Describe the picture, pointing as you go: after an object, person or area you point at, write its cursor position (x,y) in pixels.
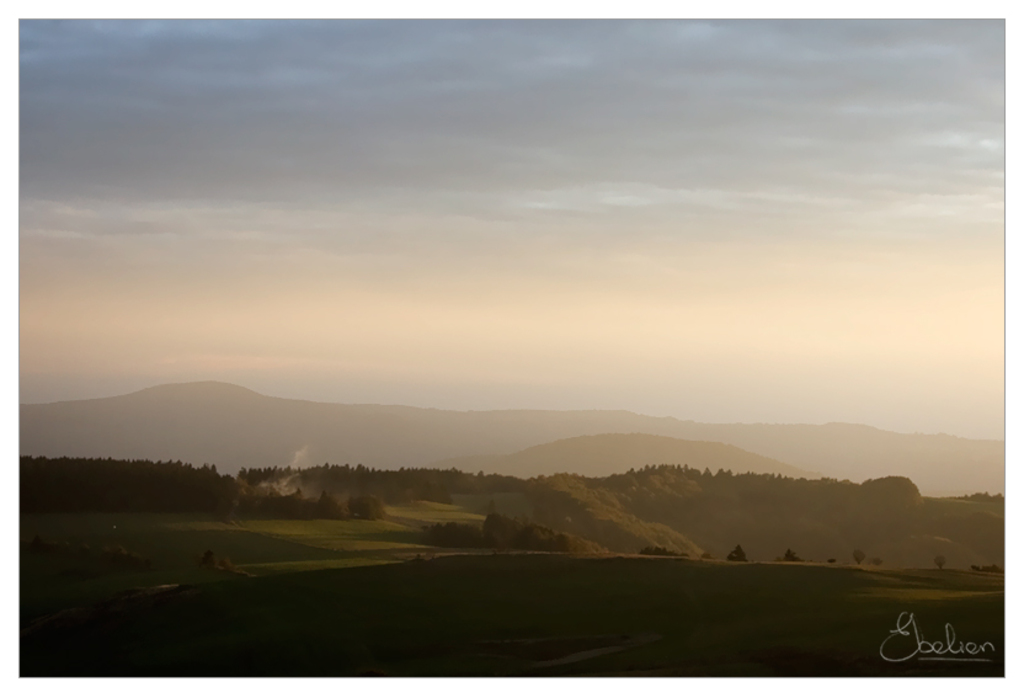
In this image there are some mountains (835,465) and trees (669,520), at the bottom (131,638) there is grass (383,520) and at the top (503,145) there is sky (675,182).
